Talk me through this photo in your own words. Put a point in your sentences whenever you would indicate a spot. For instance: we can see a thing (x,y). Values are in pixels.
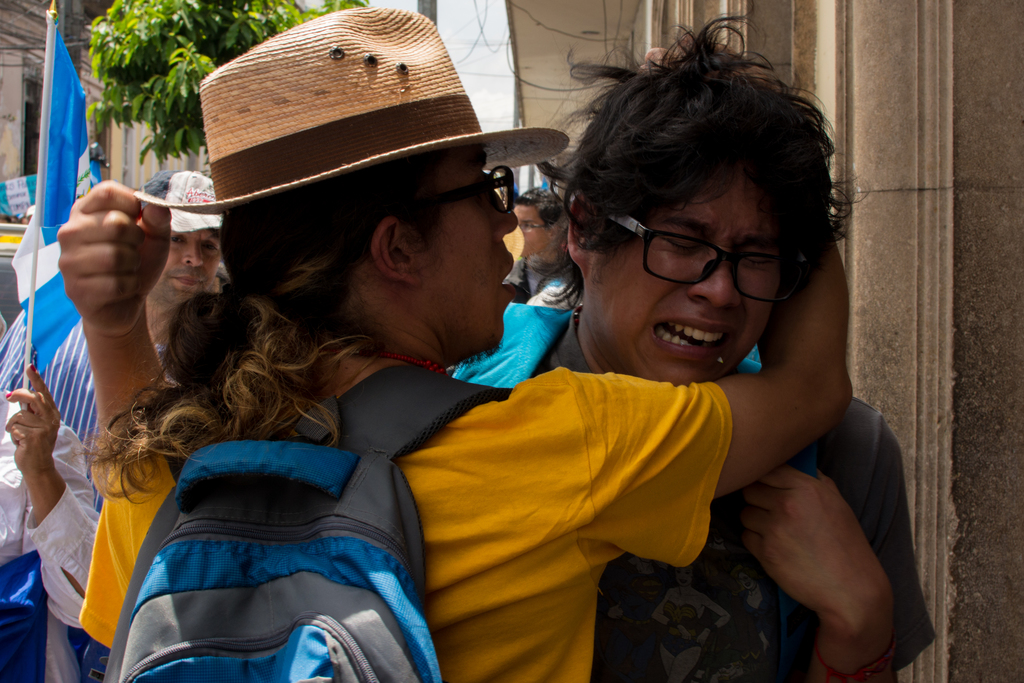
In the image there is a man (295,413) with bag (326,461) and hat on his head (471,175) is standing. In front of him there is another man (683,299) with spectacles (683,266) is crying. Behind them there are few people (52,389). On the right side of the image (925,222) there is a wall (910,121). And in the background (172,42) there is a tree (152,101), building (15,59), flag (53,44) and wires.
